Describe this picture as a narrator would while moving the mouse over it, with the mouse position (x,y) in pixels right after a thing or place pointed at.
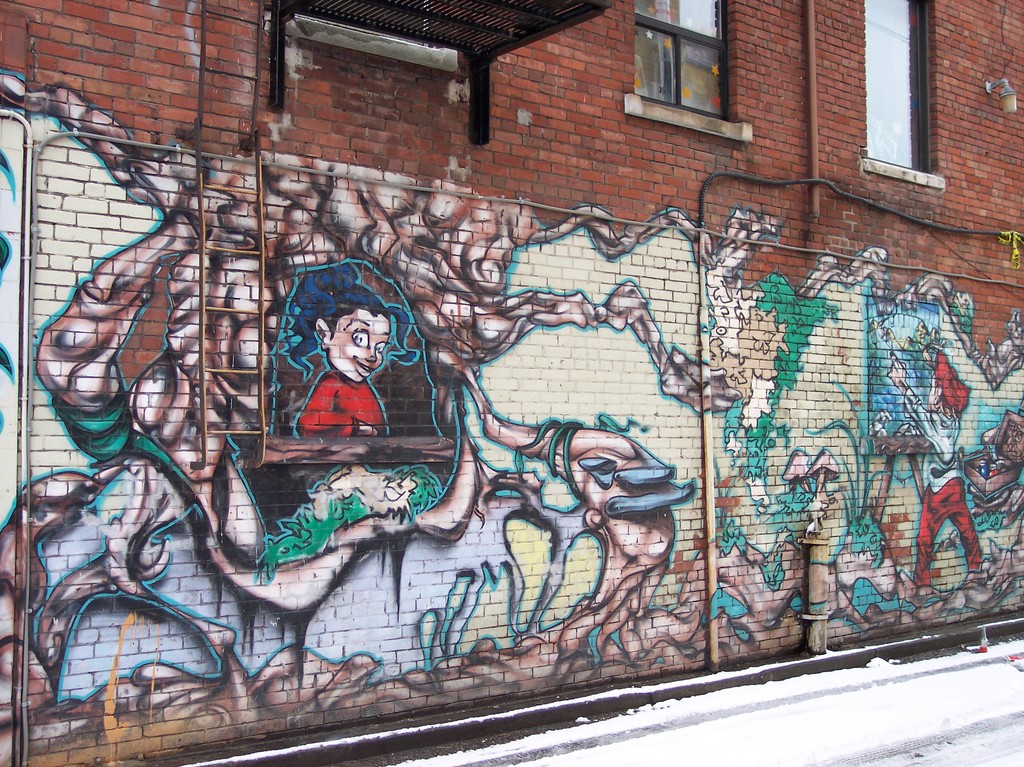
In the center of the image (364,333) there is a wall (625,330) and we can see graffiti (453,396) on it and there are windows (902,128).
